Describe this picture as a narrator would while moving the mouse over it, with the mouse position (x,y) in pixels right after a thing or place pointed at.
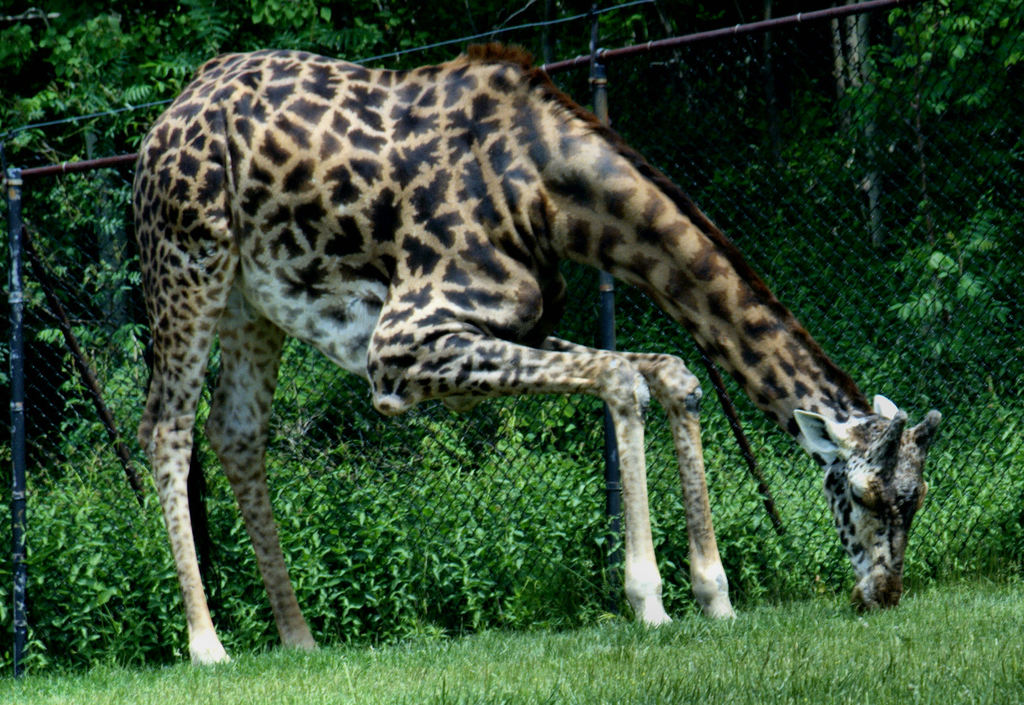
Giraffe (457,215) is eating grass (480,636). Backside of this mesh (663,543) we can see plants (585,516) and trees (144,52).
